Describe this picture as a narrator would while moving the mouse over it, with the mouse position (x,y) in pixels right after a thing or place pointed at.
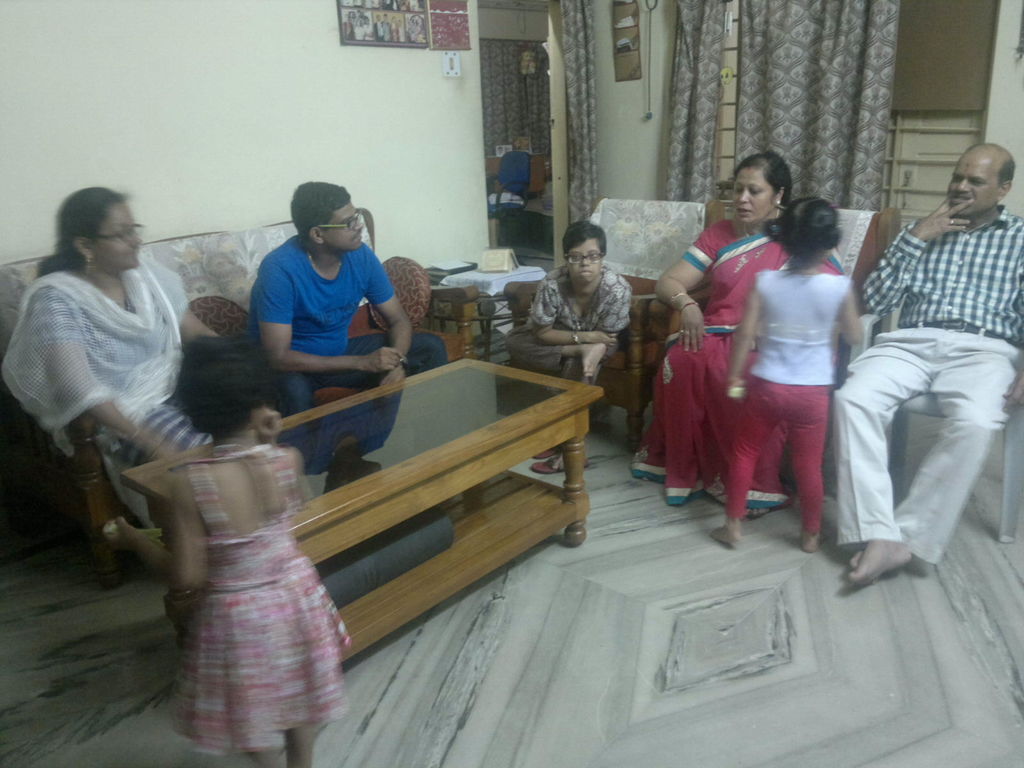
In this image I can see there are a few people (329,344) sitting on the sofa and there are two kids (311,610) standing. There is a door (555,148) in the centre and in the background (490,75), there is a curtain (502,91) at the window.
